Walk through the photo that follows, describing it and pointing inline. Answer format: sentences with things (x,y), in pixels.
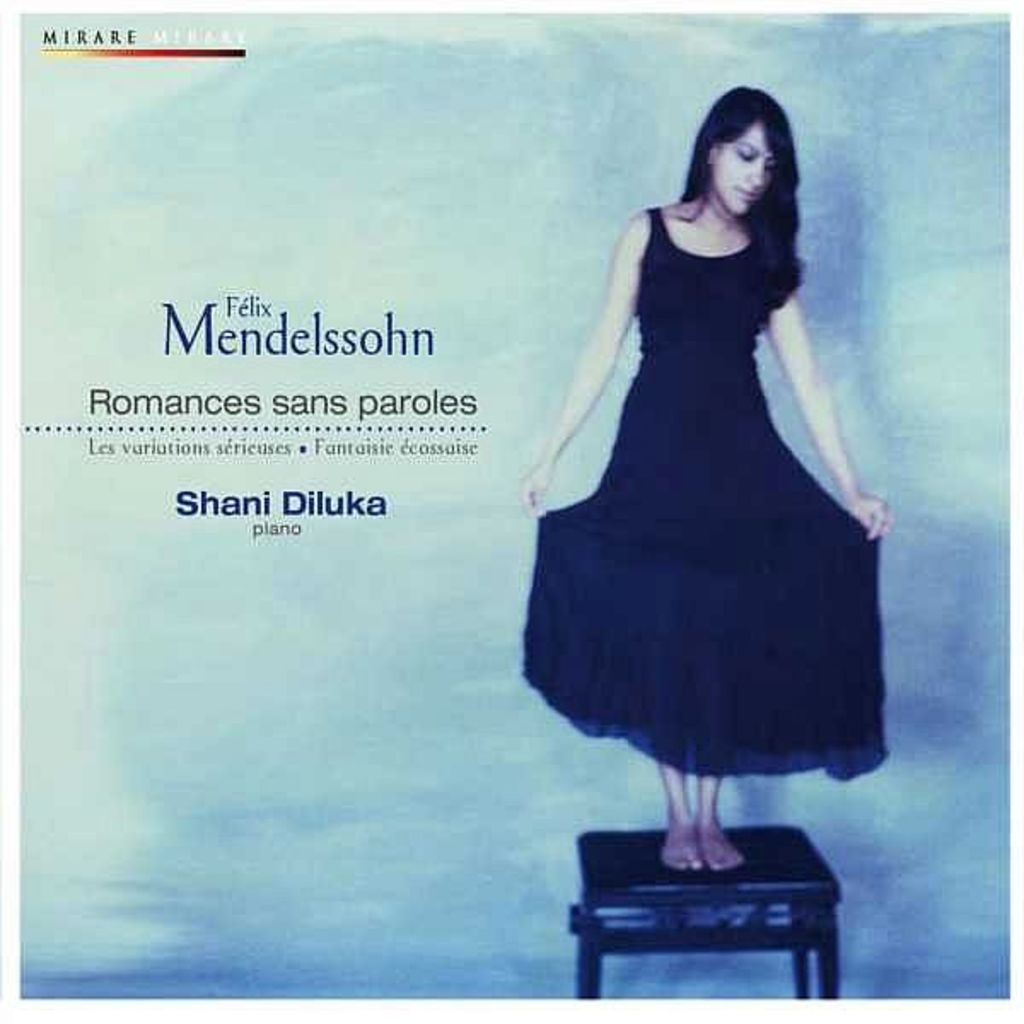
In this picture I can see a woman (656,537) standing on the stool (685,906) and I can see text (325,421) on the left side (294,423) and at the top left corner of the picture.
